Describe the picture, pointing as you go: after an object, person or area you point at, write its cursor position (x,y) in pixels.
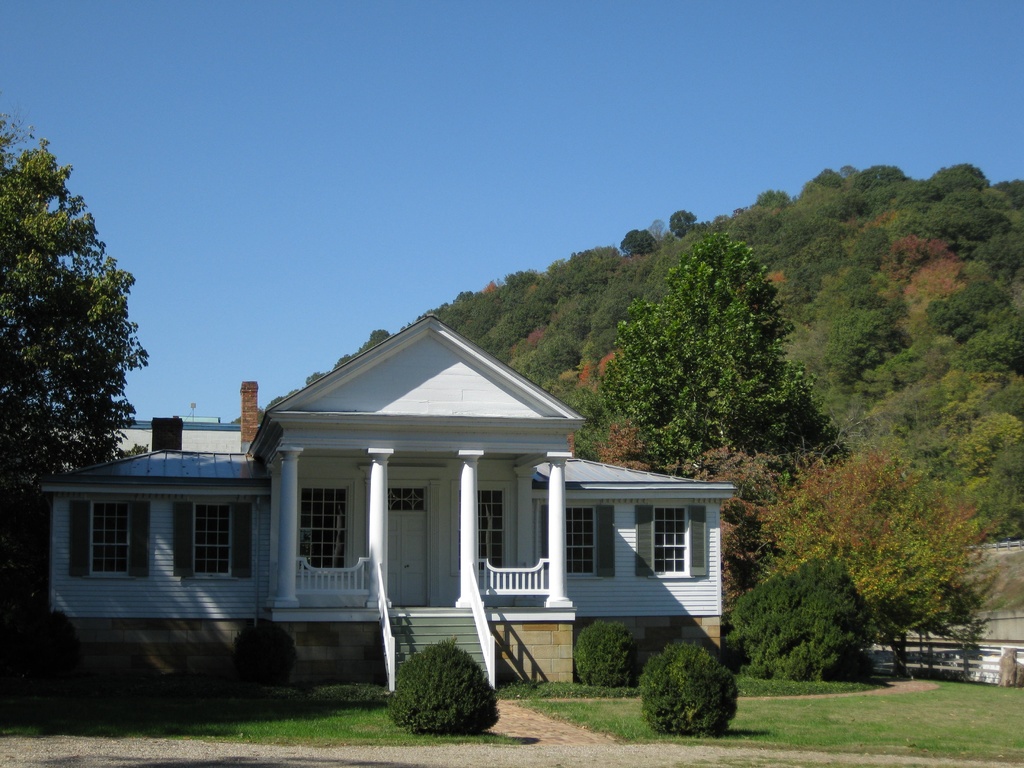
In this image, we can see trees (603,350), houses (622,524), plants (661,673) and there are hills (604,304). At the top (336,108), there is sky (373,172) and at the bottom (653,733), there is ground (884,725).
